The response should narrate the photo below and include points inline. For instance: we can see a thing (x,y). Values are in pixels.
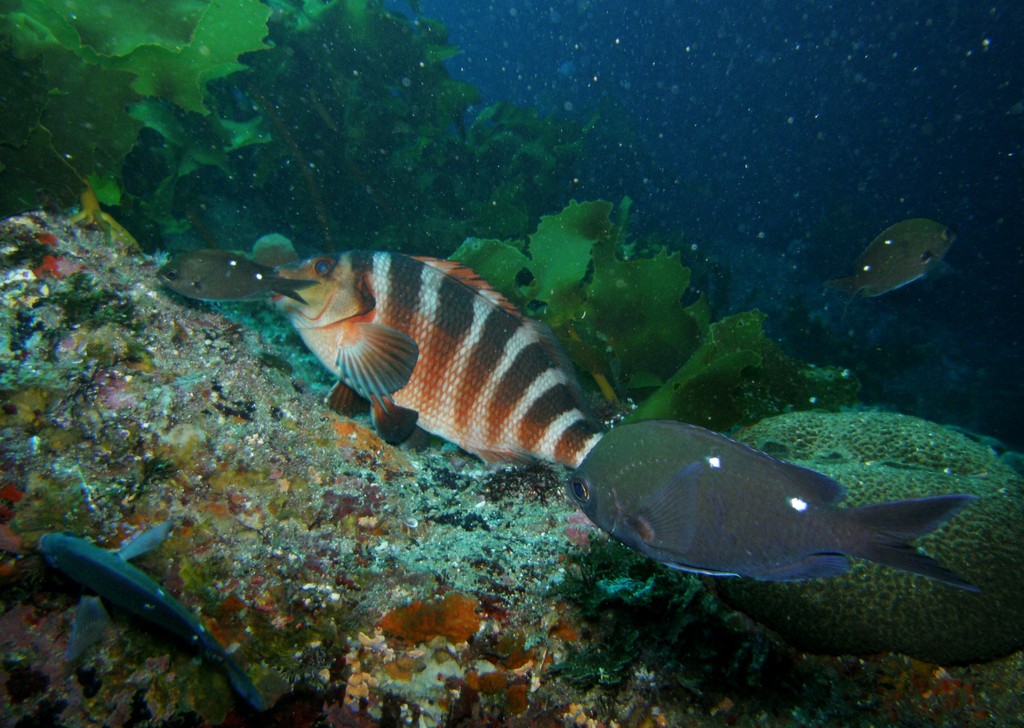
These are fishes (687,455) and plants (713,412) in the water (790,181).
